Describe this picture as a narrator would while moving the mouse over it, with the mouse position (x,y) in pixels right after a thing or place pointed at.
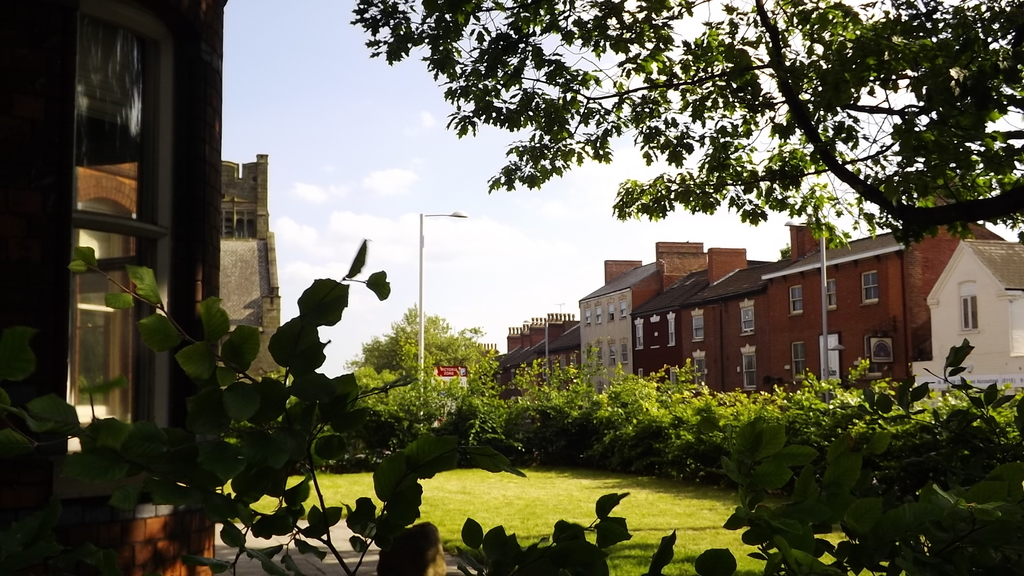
In this picture we can see few houses (760,383), poles (421,281), trees (468,388) and grass (481,481).
